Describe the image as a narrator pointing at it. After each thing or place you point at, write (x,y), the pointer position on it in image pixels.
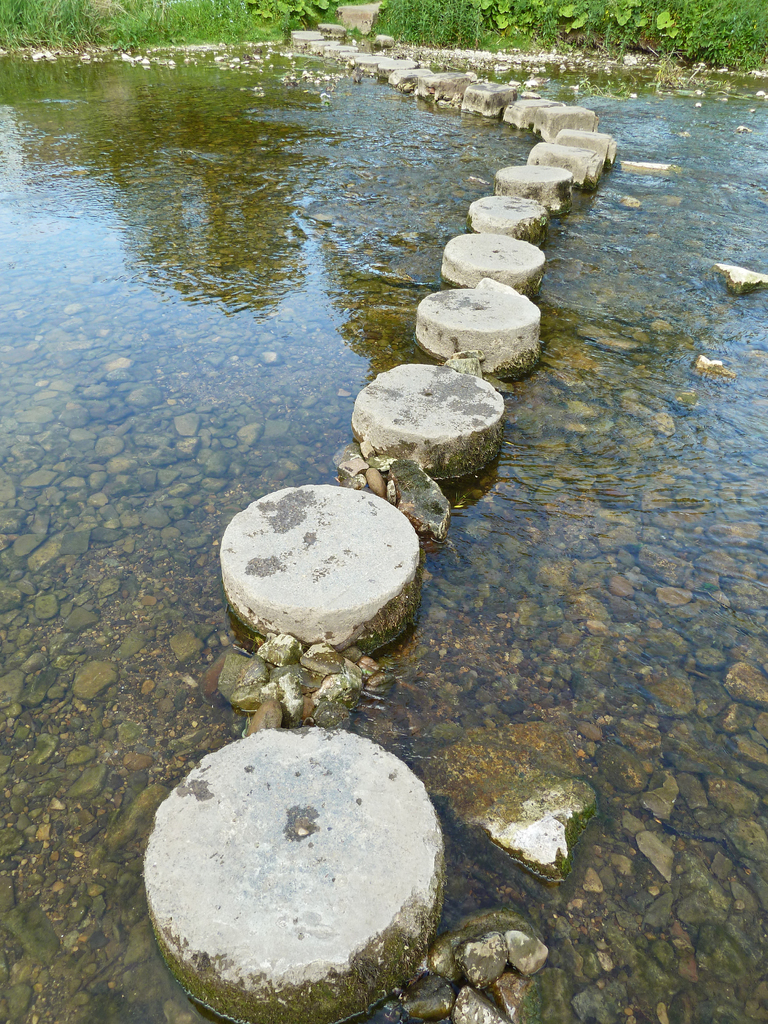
In this image at the bottom (427,704) there is a pond (308,248) in the center of the pond (507,138) there are some rocks (309,884), and in the pond (146,685) there are some stones (512,698) and in the background (722,27) there are some trees (712,24).
